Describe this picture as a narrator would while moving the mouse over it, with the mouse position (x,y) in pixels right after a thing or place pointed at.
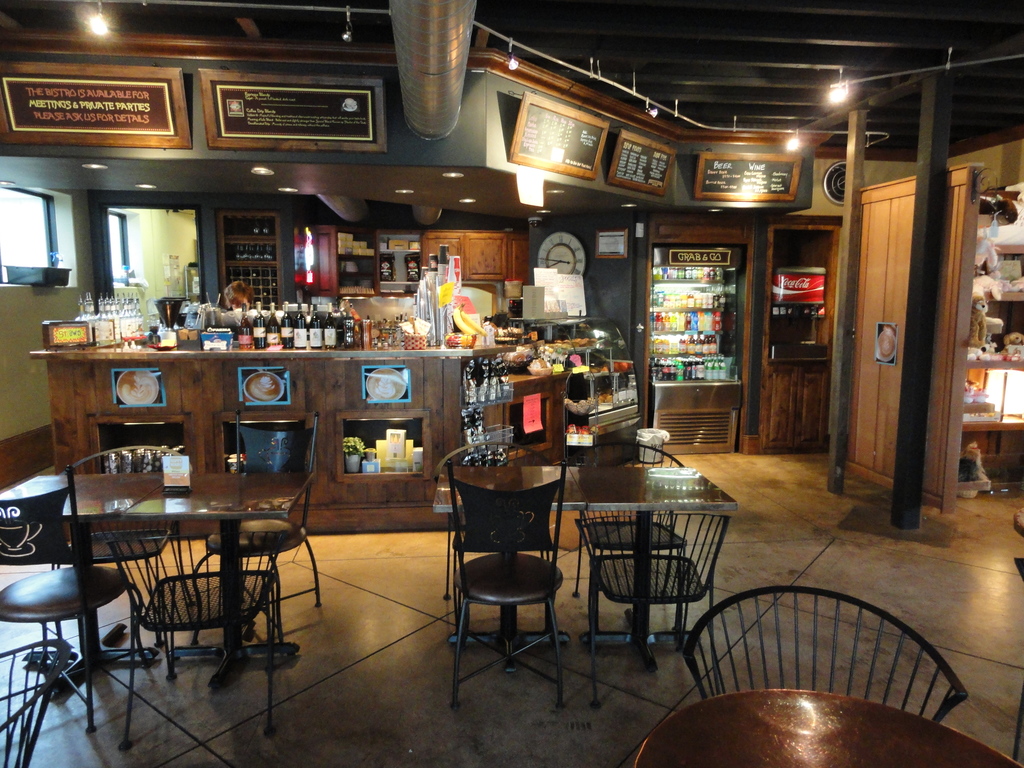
The image is taken in the room (237,455). In the center of the image (524,408) there is a table (123,420) and we can see bottles (132,325) and some things (200,322) placed on the table (367,434). There are chairs (239,471) and we can see tables (853,727). On the right (720,419) there is a refrigerator (720,399). At the top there are lights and boards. On the left (16,250) there is a window (7,263) and we can see a door (141,245).
